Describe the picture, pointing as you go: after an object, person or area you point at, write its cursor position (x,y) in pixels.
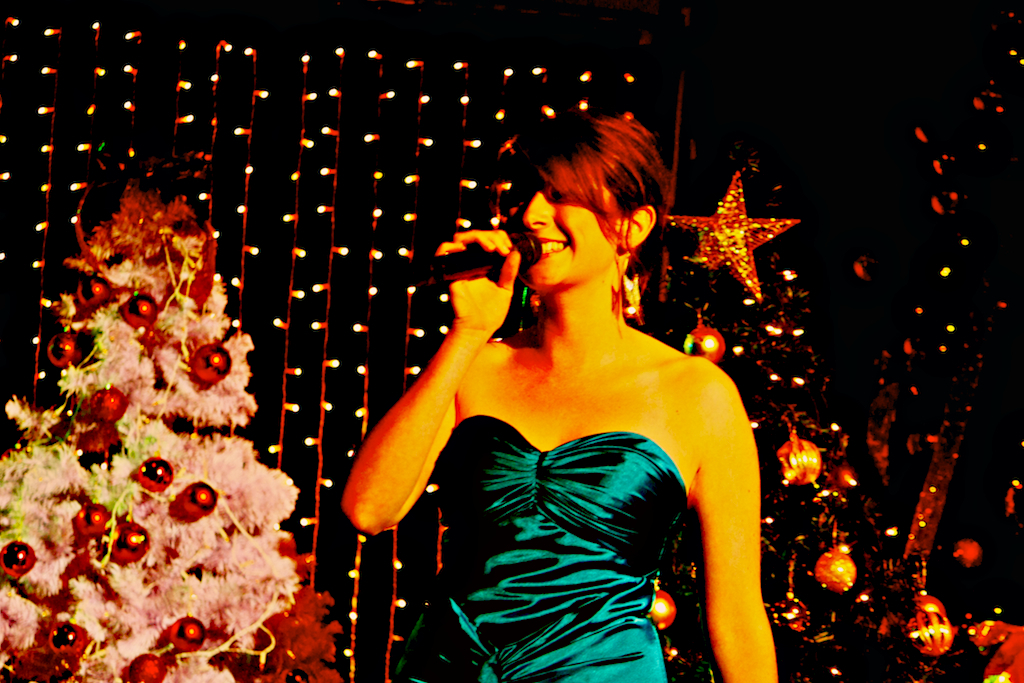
In the center of the image (596,289) we can see a lady (524,378) standing and holding a mic (527,261) in her hand (491,281). In the background (136,398) there are xmas trees (741,373) and lights (340,87).
